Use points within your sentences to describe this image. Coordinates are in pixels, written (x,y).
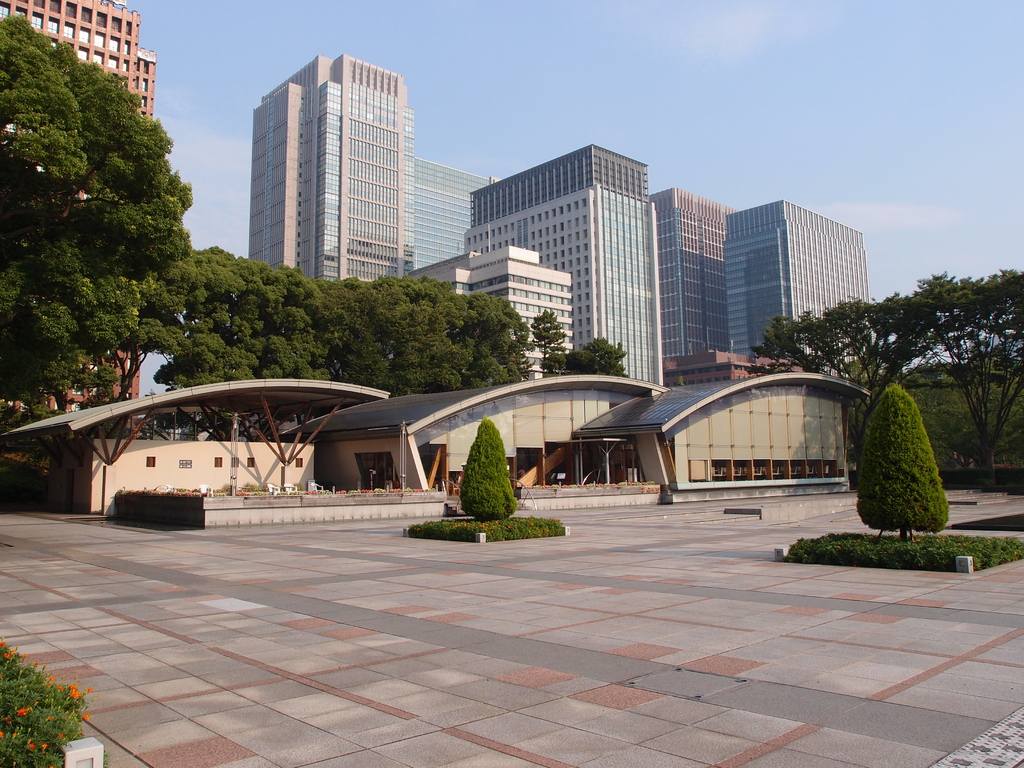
In this picture we can see plants (908,540) on the ground (605,542), trees (50,370), buildings (187,477), chairs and some objects (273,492) and in the background (688,119) we can see the sky (822,162).
